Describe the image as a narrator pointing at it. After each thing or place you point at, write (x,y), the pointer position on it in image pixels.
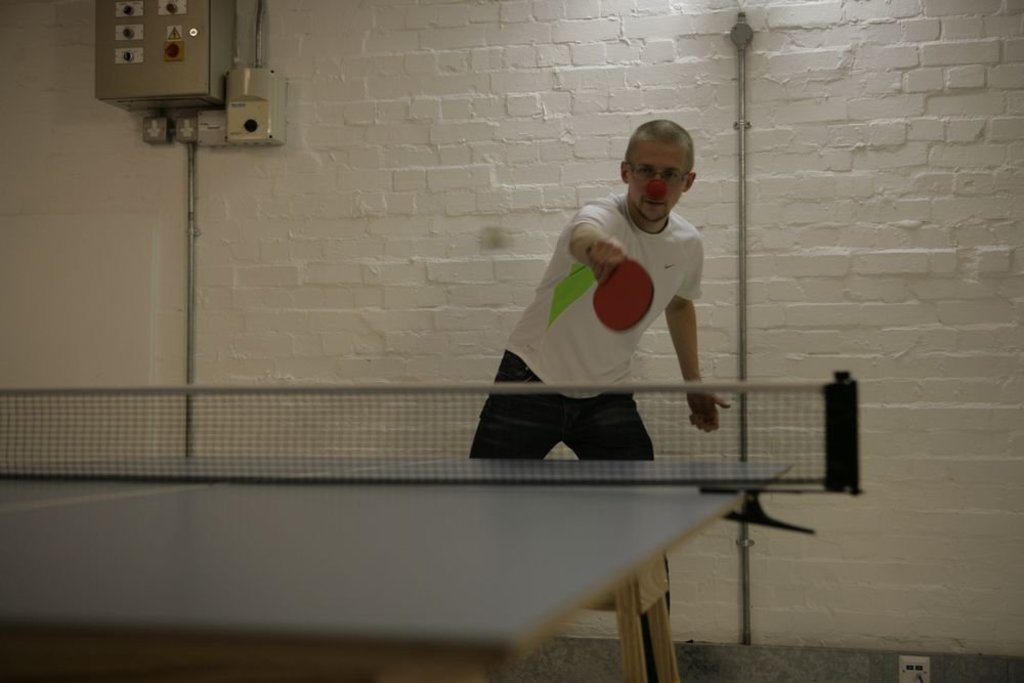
As we can see in the image, there is a man (649,258) playing table tennis. Behind the man (600,456) there is a white color wall (459,166).
